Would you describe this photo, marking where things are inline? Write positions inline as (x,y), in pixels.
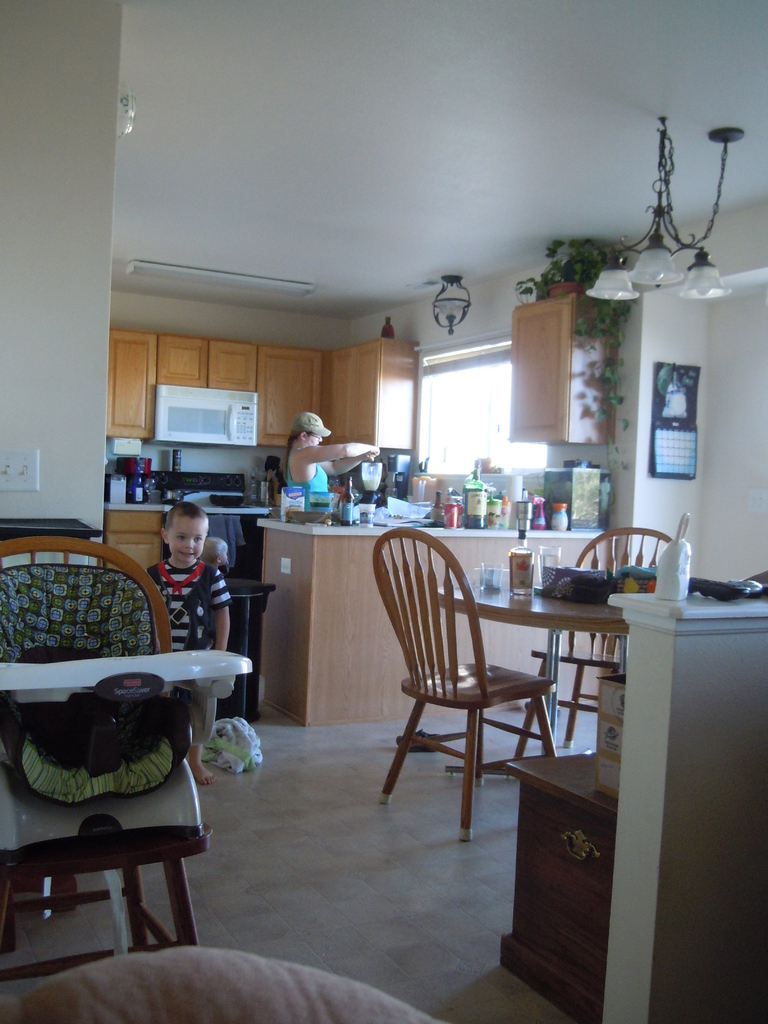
In this image it seems like room (710,412) in which there is a woman (319,445) who is working in the kitchen (360,476) and a small kid (196,572) playing. To the right side (613,618) there is a table (515,601) and chairs (449,591) which surrounded the table (503,605). On the table (509,614) there is glass (550,553), glass bottle (530,565), food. In the kitchen (530,515) there are jars (503,501), dishes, mixie (374,475), bottles (481,503). At the top (568,240) there is chandelier (661,242) and a plant (562,250) and, the light (234,281) to the roof (217,208). In the kitchen (221,353) there are cupboards (324,382).
